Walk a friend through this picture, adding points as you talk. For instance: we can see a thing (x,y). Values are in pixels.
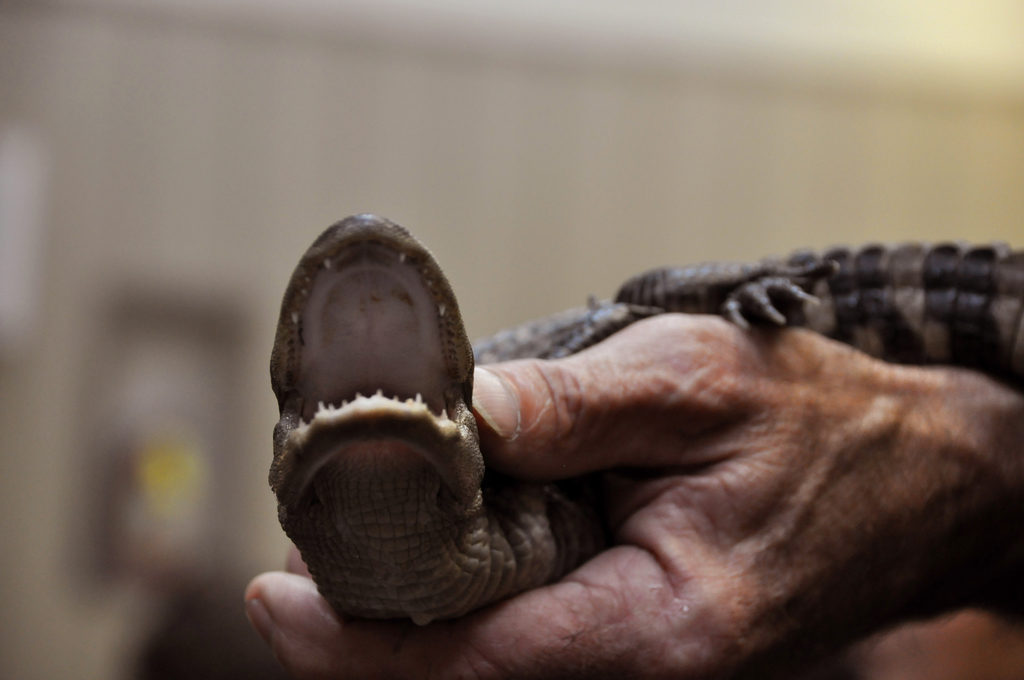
In this image we can see there is a person's hand (747,403) holding a reptile (466,339) and at the back (220,158) it looks like a blur.
